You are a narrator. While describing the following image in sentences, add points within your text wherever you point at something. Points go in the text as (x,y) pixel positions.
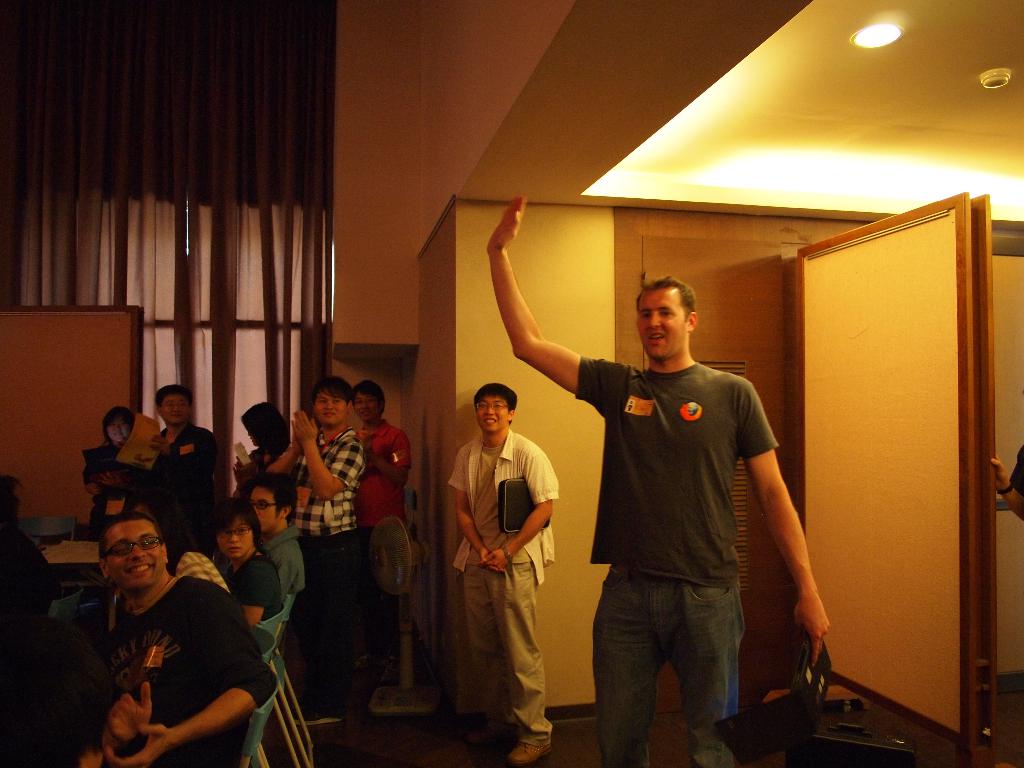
There is a group of people (352,476) present as we can see at the bottom of this image (654,567). We can see a wall (469,317) in the background (431,339). There is a door (853,418) on the right side of this image (861,485). We can see curtains (189,300) in the top left corner of this image (228,168).
